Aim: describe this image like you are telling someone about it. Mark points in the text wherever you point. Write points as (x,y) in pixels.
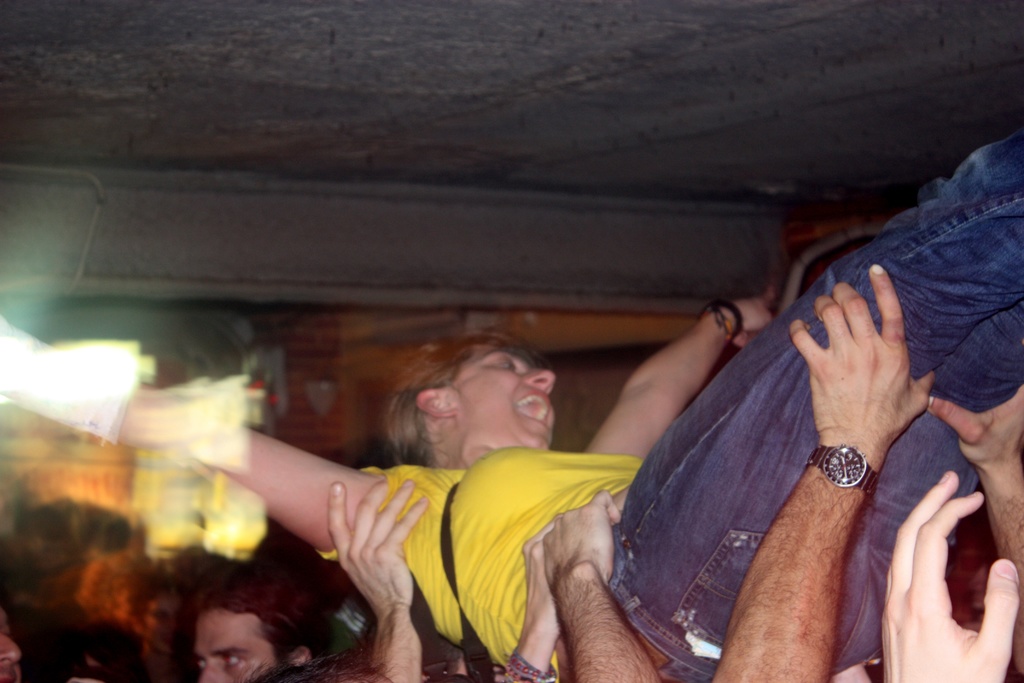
This is the women (471,509) wearing yellow T-shirt (519,496) and trouser (678,443). There are few people (584,632) holding this woman (749,529). This is the rooftop (566,64). I can see a wrist watch (824,465) to one of the person (826,522).
